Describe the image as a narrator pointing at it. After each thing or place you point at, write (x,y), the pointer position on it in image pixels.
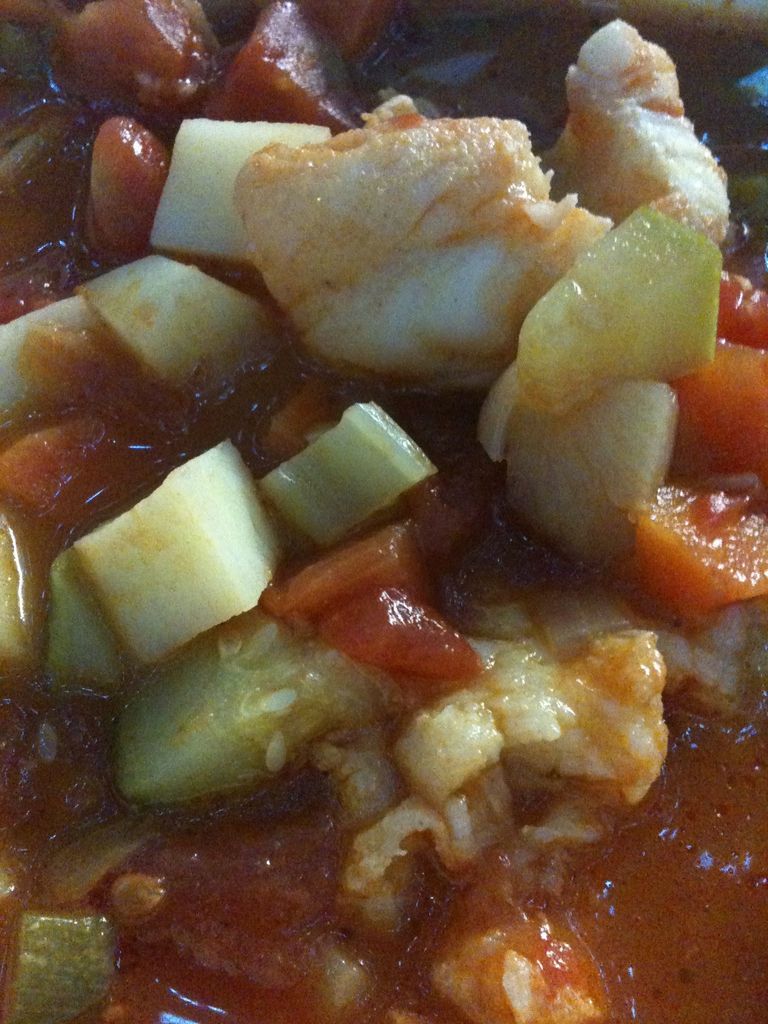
In this image we can see food items (498,390), there are vegetables (265,624) in it.
